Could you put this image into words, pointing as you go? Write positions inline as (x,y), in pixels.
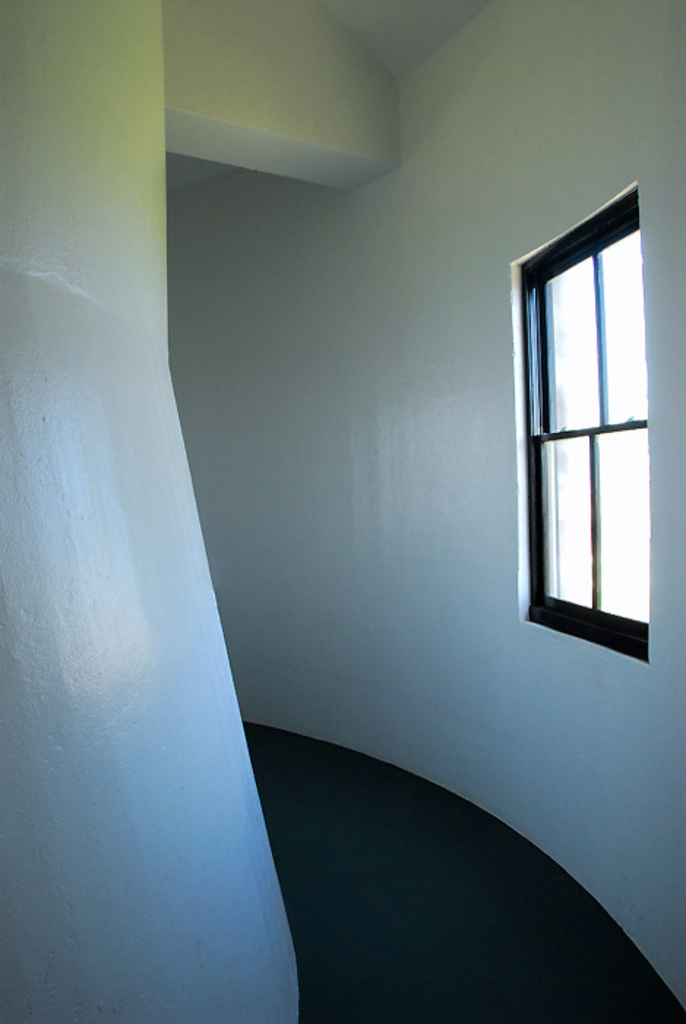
The image is taken in the room (318,528). On the right side of the image (541,319) there is a window (544,343). In the background (449,264) we can see a wall (252,437).
